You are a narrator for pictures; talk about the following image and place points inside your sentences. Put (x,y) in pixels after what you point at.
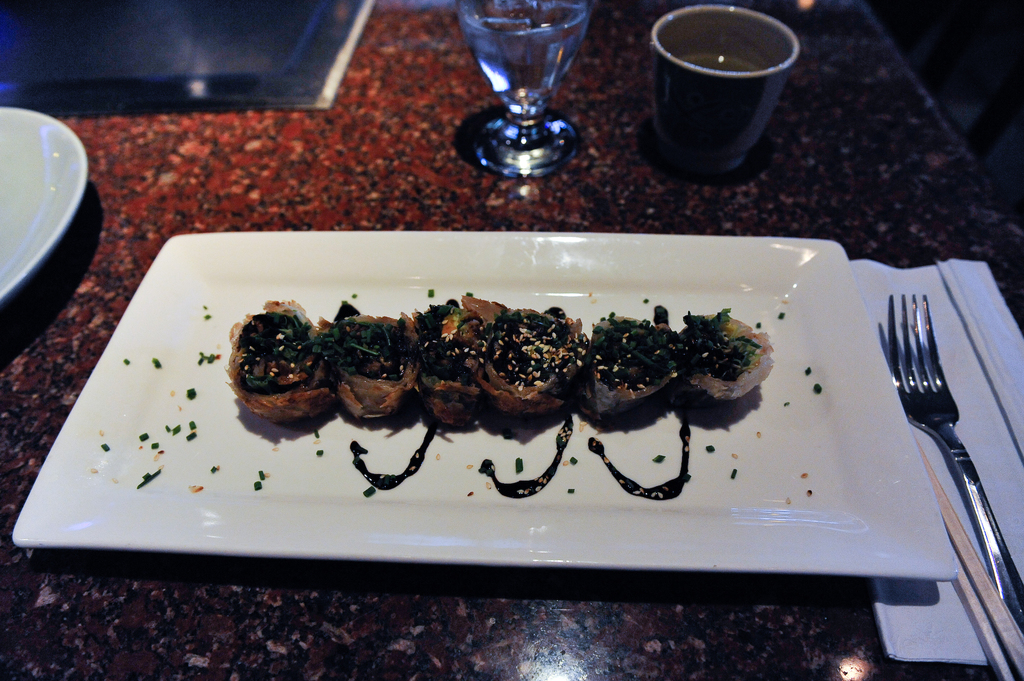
In this image we can see the pastry (722,320) on a serving plate (655,411) which is on the table (704,594). Here we can see the forks (949,411) and tissues (970,438) on the right side (1022,441). Here we can see a plate (53,152) on the left side (59,211). Here we can see a glass (551,57) of water (558,69) and a cup (742,97) on the table (647,119).
